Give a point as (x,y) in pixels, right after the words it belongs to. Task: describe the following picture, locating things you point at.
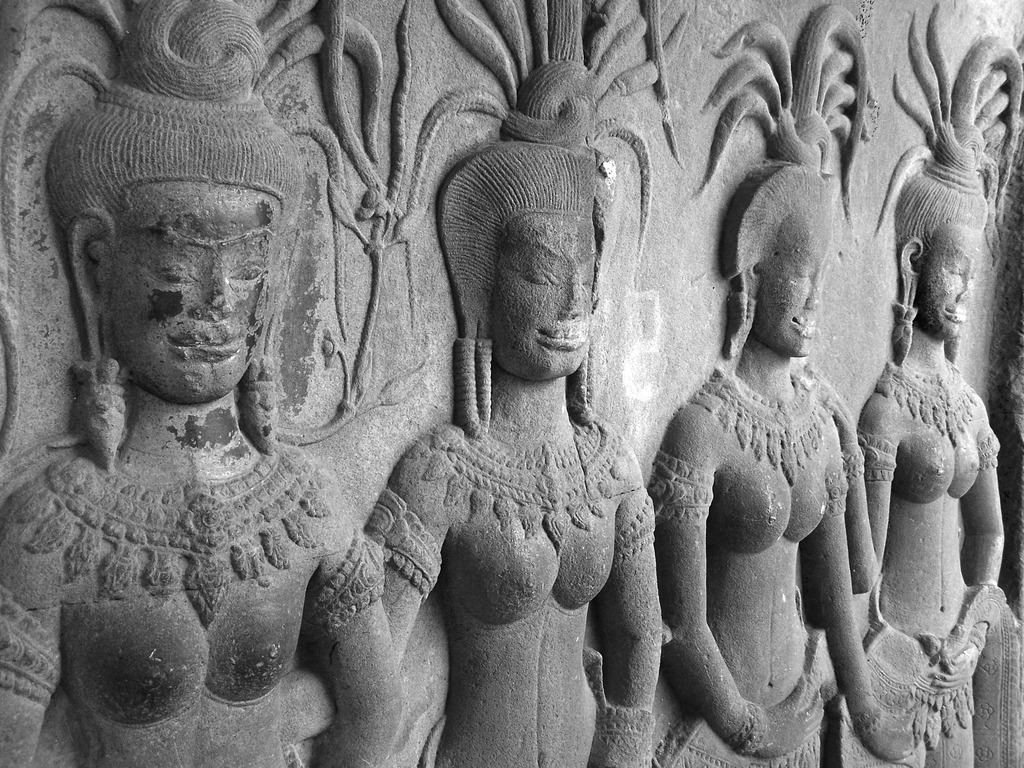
In this image I can see few statues (892,559), they are in gray color.
